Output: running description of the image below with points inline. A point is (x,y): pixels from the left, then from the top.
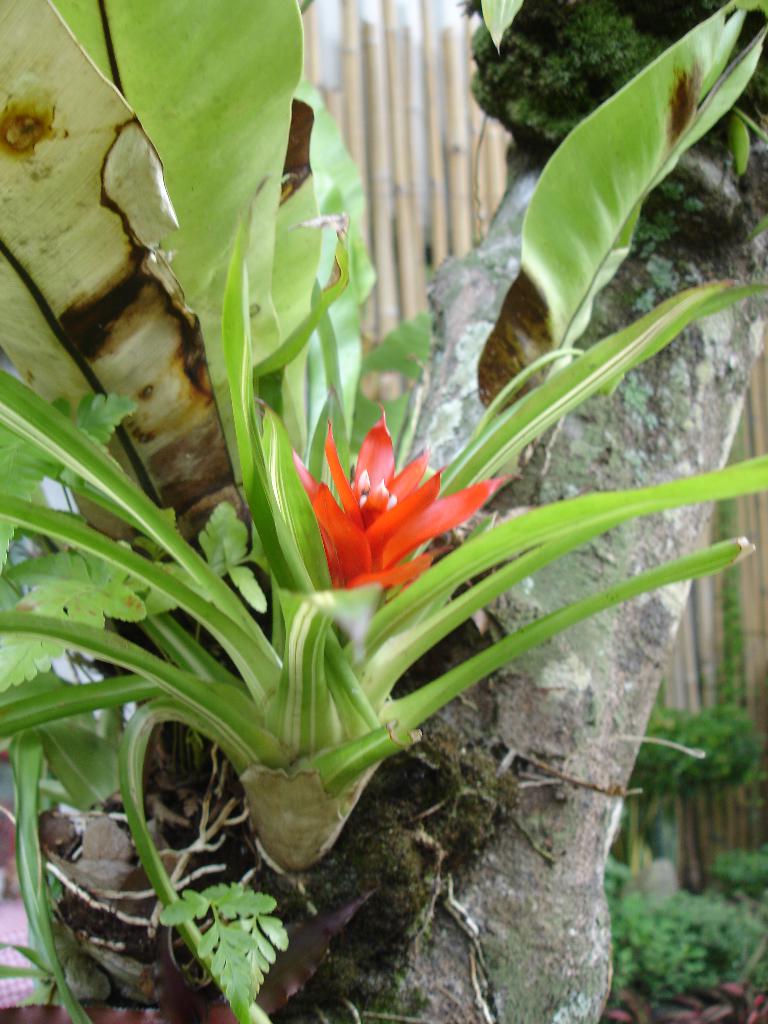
In this image we can see a red color flower (472,484) to the tree (576,974). The background of the image (394,138) is slightly blurred, where we can see the fence (385,141) and few plants (681,954) here.
